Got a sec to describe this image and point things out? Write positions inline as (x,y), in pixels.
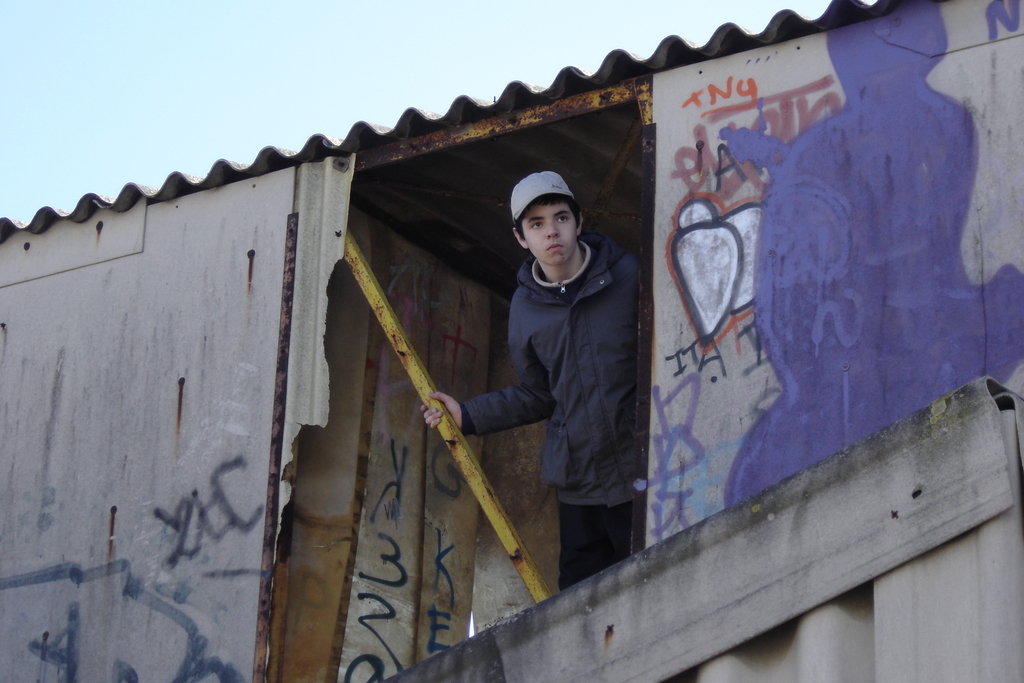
In this image I can see a boy (584,446) standing in a shack (354,678), it has a tin roof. He is wearing a coat (609,342) and a cap (554,185). There is spray paint (803,390) on the walls (242,500) and there is sky (251,78) at the top (266,73).
